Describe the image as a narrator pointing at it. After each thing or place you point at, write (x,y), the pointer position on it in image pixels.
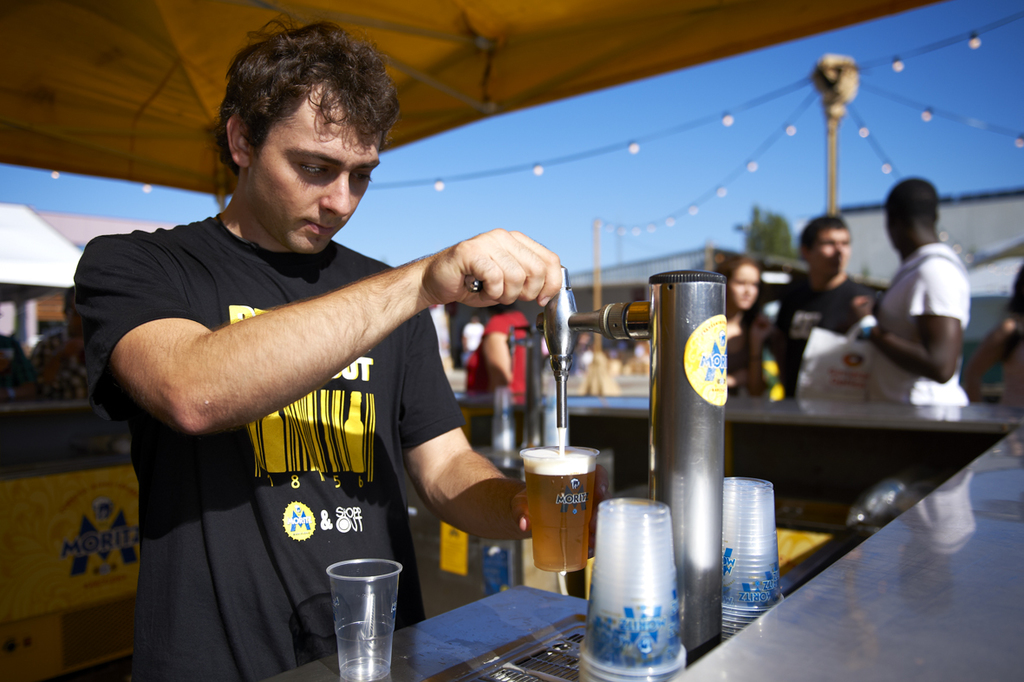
this picture is taken at stalls (928,479). It's a sunny day. The man (360,487) in the front (343,483) is wearing a black T-shirt (375,490) and there is some text (323,517) on it. He is filling a glass (554,465) with drink (544,475) from the machine (694,430), In front of him there is desk (884,593) and glasses (765,560) are placed on it. In the right corner of the image (793,317) there are four people (809,327) standing and one among them is holding a bag (862,341). In the background (787,267) there is crowd (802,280), some stalls (75,262), building (948,235), a pillar (597,245) and fairy lights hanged on it.
